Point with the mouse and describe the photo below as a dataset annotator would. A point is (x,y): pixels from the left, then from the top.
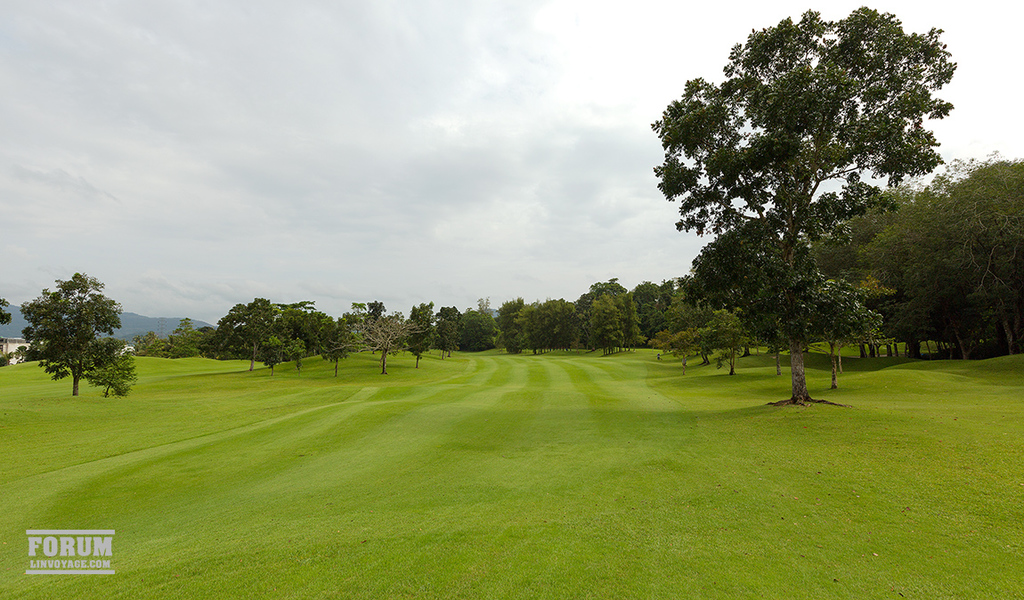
In this image there is the sky (407,133) towards the top of the image (402,176), there are mountains (132,333) towards the left of the image (142,322), there are trees (643,289), there is grass (507,421), there is text (78,551) towards the bottom of the image (64,542).
